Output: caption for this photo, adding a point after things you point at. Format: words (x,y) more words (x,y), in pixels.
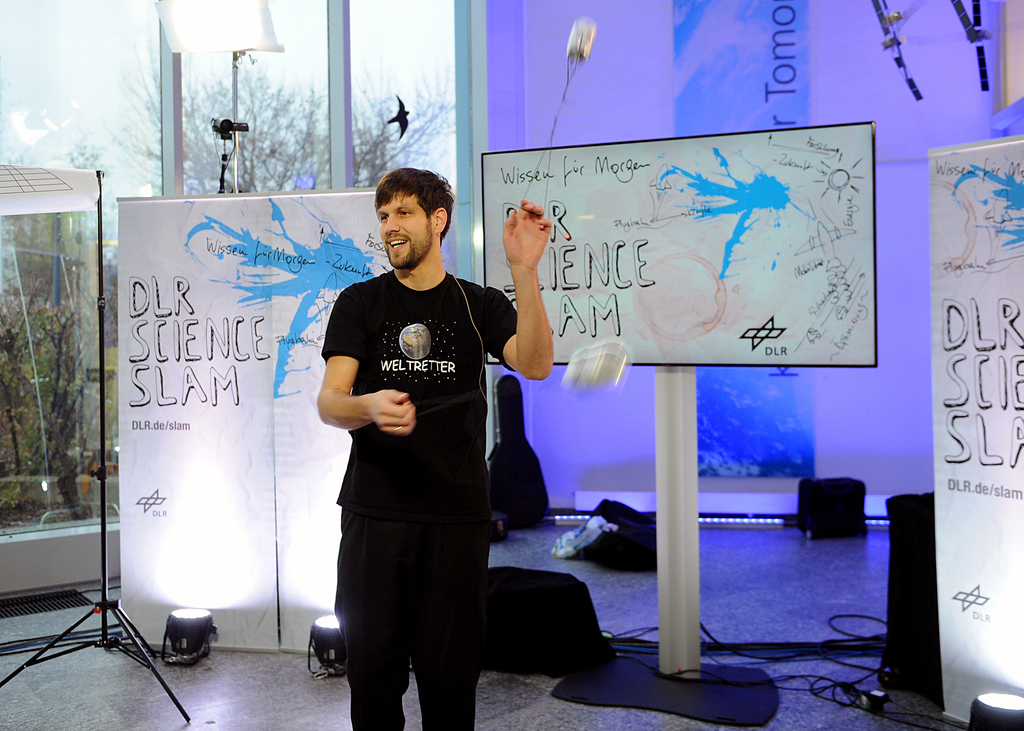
In this picture there is a man (456,383) who is wearing black dress (428,464), beside him we can see boards (212,364) and focus lights (177,634). On the right (890,525) there is a speaker (890,525) near to the television screen (788,291) and banner (988,393). On the left (106,187) we can see the glass door (68,248). Through the glass (78,393) we can see plants (58,362), shed (88,205), sky (104,156) and grass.
